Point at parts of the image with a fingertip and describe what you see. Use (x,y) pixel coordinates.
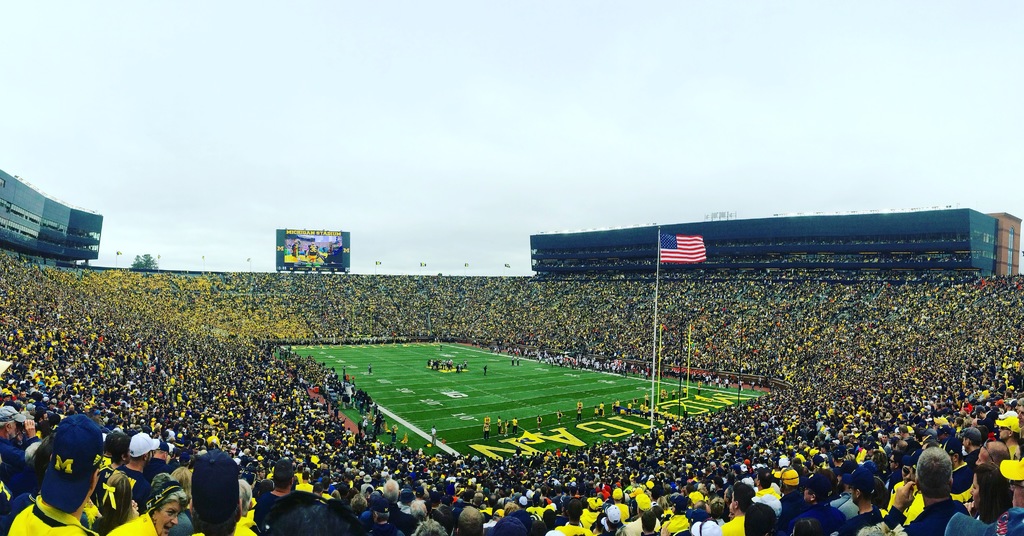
In the picture we can see a stadium (387,339) with full of people (931,454) in the middle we can see a ground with grass surface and a some people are standing in the middle of the ground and near to them we can see a flag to the pole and in the background (892,261) we can see two buildings (945,261) on either sides and in the middle of it we can see a screen (339,269) and behind it we can see the sky (574,109).
